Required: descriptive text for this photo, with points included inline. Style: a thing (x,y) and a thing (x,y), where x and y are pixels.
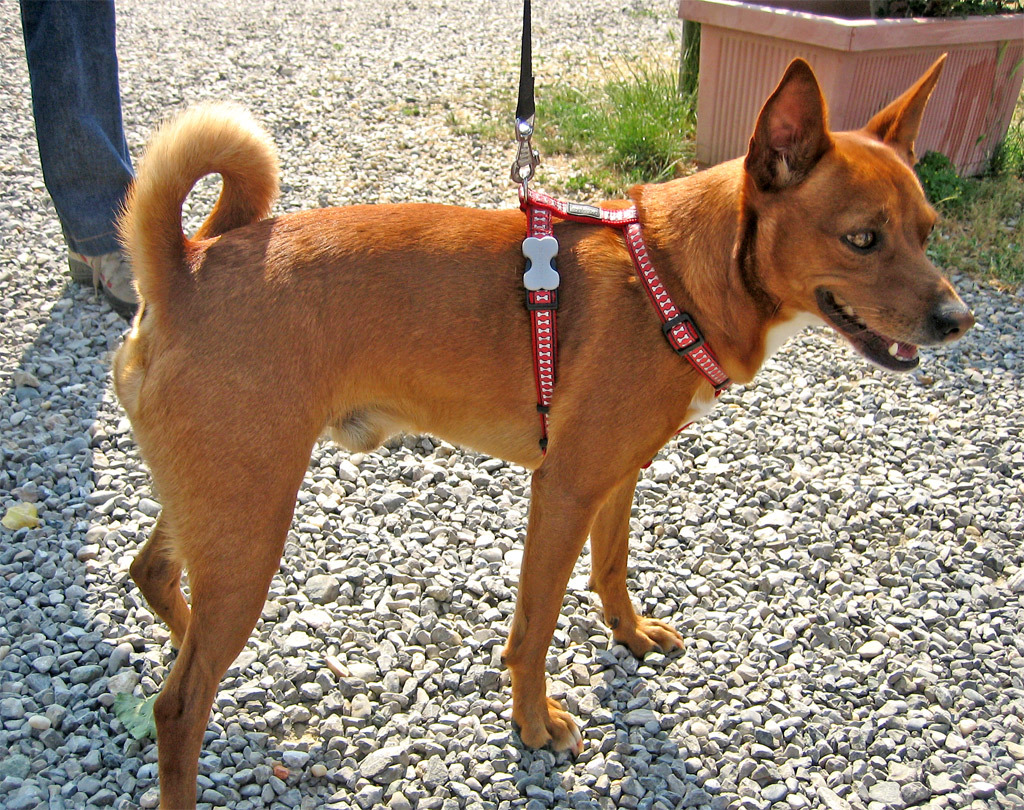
This image consists of a dog (545,481) which is in brown color. There is a belt (532,321) to it. There is flower pot (757,88) in the top right corner (871,99) and there is a man leg (113,302) in the top left corner (111,234). There are stones (472,563) in the bottom (442,727).
